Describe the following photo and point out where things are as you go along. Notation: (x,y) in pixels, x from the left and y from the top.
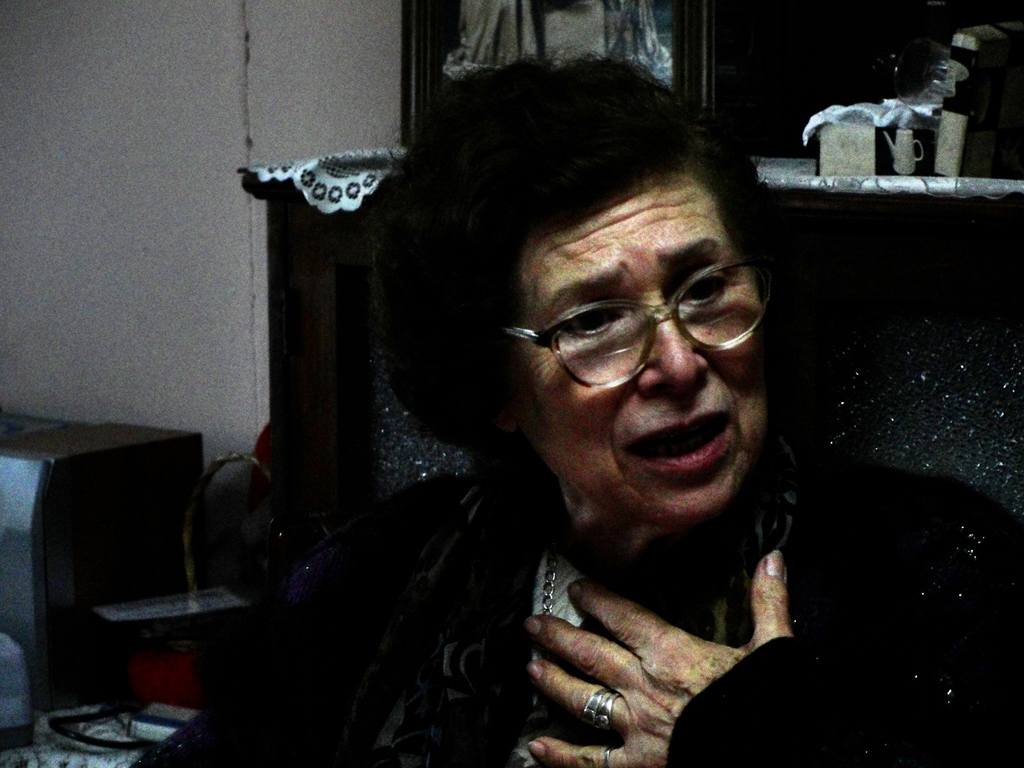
There is a woman (606,273) in black color dress (410,562), wearing spectacle (620,337) and sitting on a chair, near a table (98,727), on which, there are some objects (87,700). In the background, there is photo frame (413,35) on the white wall (171,294) near a cabinet (300,272), on which, there are some objects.
